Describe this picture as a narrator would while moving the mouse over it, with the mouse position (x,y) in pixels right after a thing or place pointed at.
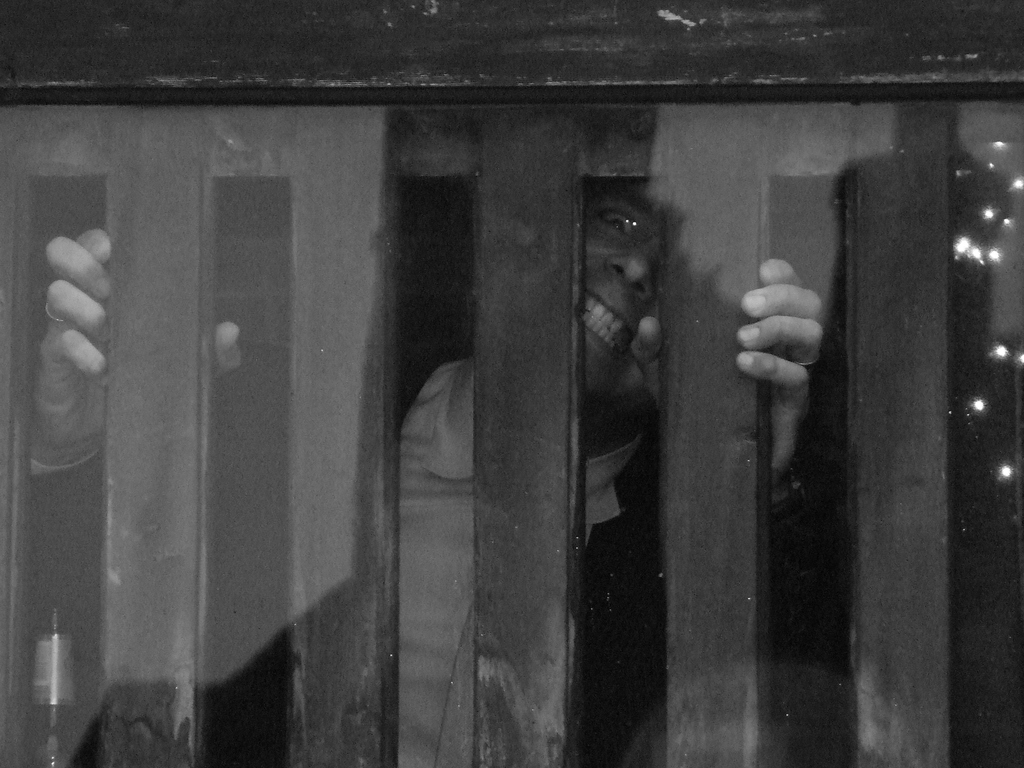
In this picture we can see a man (648,406), in front of him we can see a glass (544,409) and a bottle (67,636), and also we can see few lights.
